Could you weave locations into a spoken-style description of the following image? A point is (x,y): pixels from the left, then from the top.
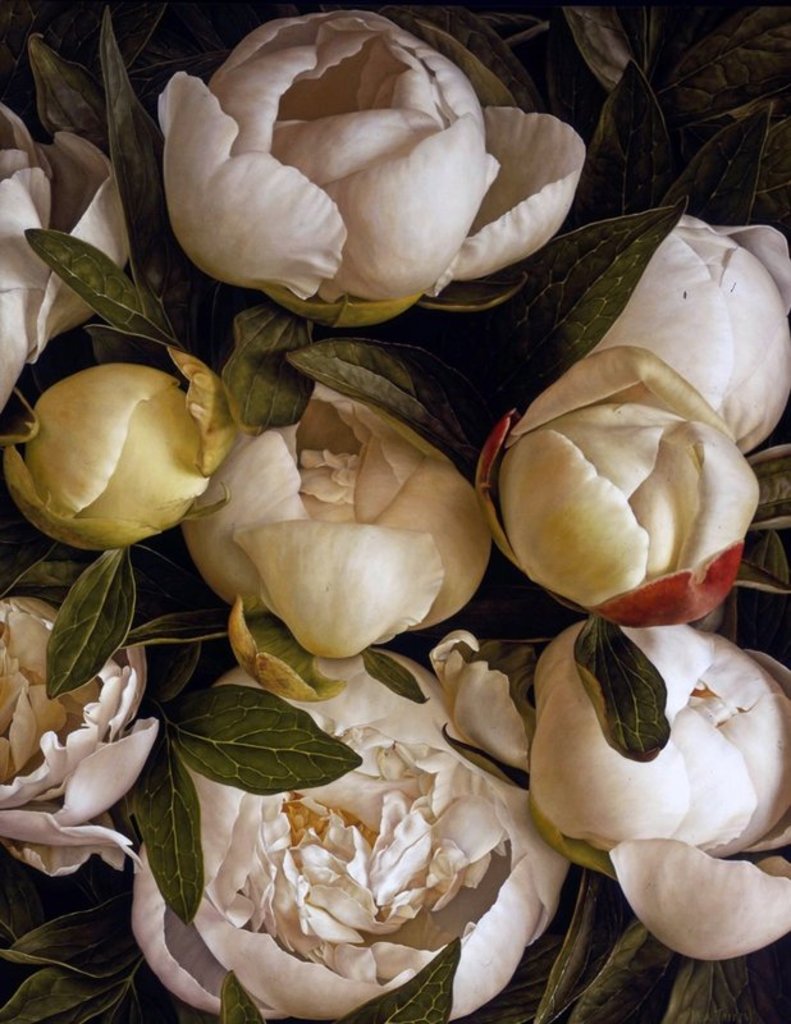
In the center of the image (334,416) there are flowers (14,718) and leaves (607,111).
